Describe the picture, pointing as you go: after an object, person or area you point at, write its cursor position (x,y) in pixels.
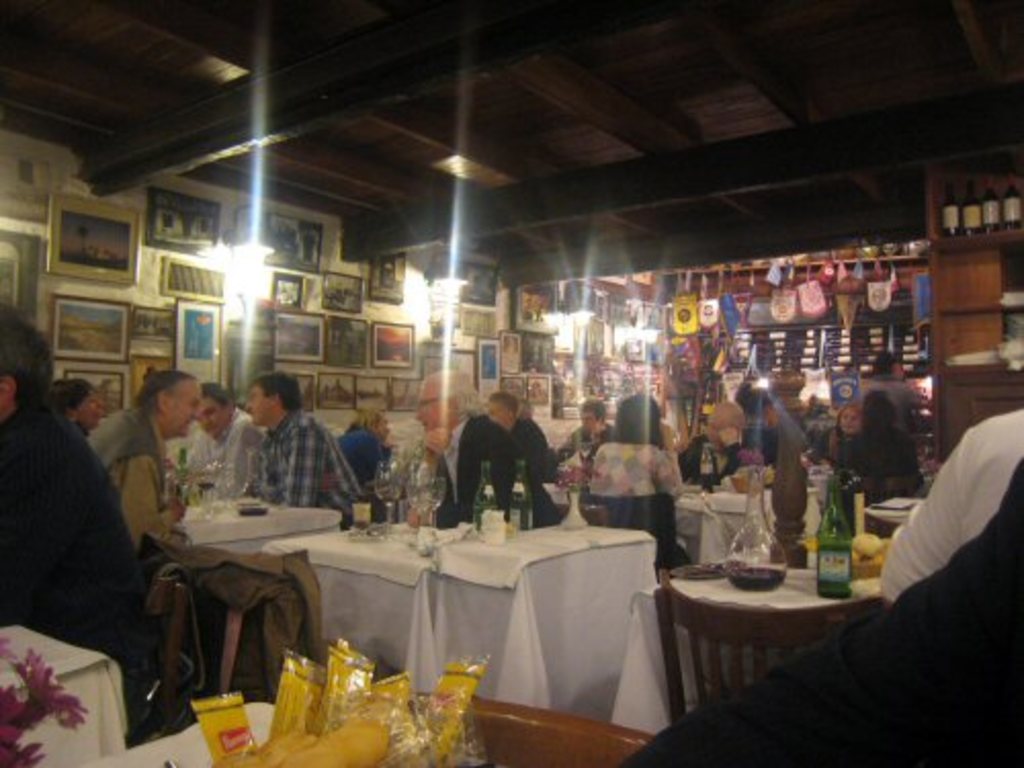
In the image there are few people (209,409) sitting on either side of the table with wine glasses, wine bottles (526,488) on it, this is clicked in a restaurant bar (799,142), over the background (397,335) there are many photographs (371,274) on the wall (418,288) along with lights (262,260) in the middle (479,306).
